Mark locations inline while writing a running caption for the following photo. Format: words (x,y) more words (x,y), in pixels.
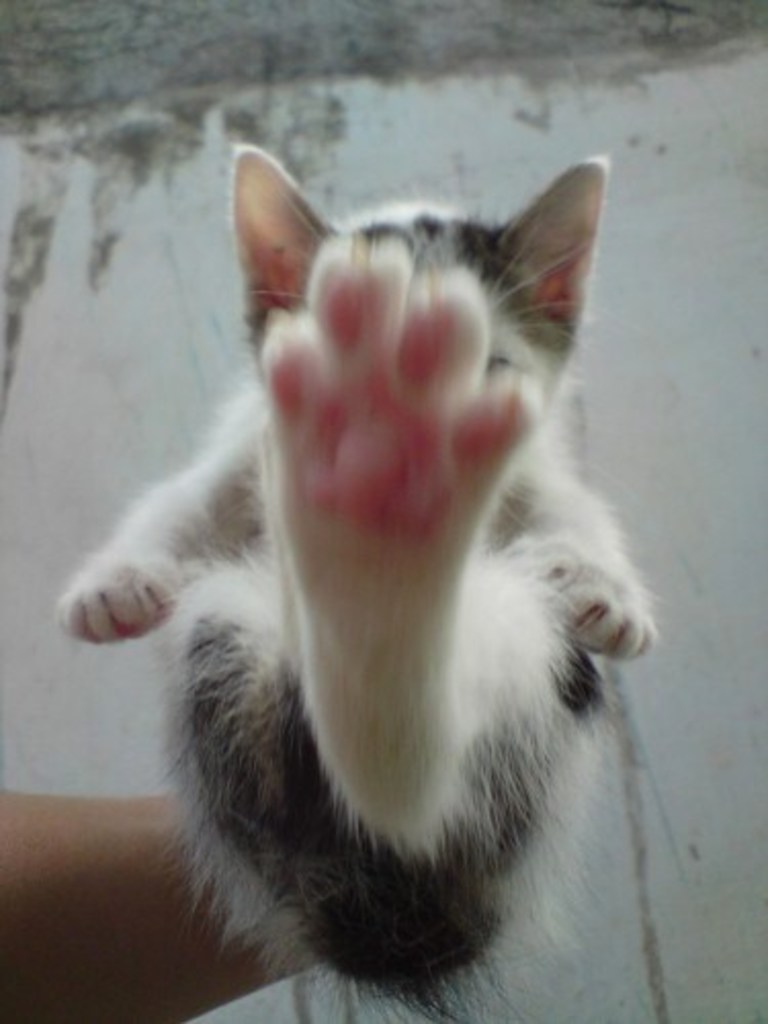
In this image we can see a person (203,904) is holding a black and white color cat (401,762). Behind wall (593,72) is there.
